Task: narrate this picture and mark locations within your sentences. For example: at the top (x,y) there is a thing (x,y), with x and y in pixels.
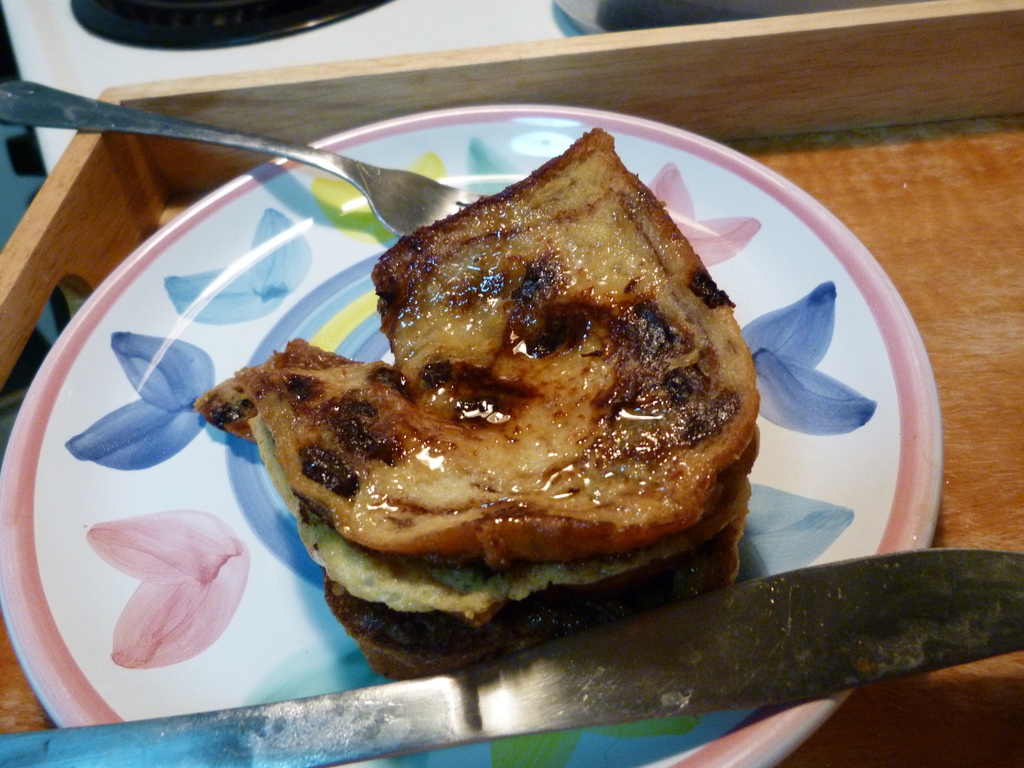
In this image there is a wooden tray (971,237) having a plate (869,475). Plate (838,472) is having some food (390,427), fork (387,177) and a knife (517,703) on it. Left top there is an object (316,6).
